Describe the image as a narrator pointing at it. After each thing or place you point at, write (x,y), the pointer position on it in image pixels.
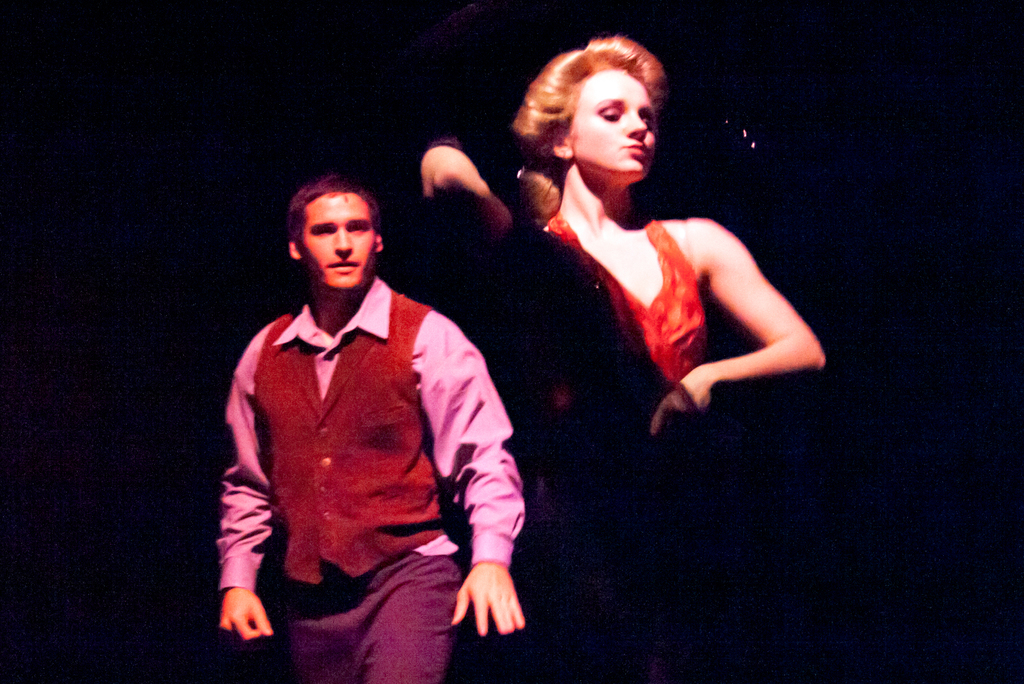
In this image I can see two people (383,326) with the different color dresses (370,334). And there is a black background (909,12).
